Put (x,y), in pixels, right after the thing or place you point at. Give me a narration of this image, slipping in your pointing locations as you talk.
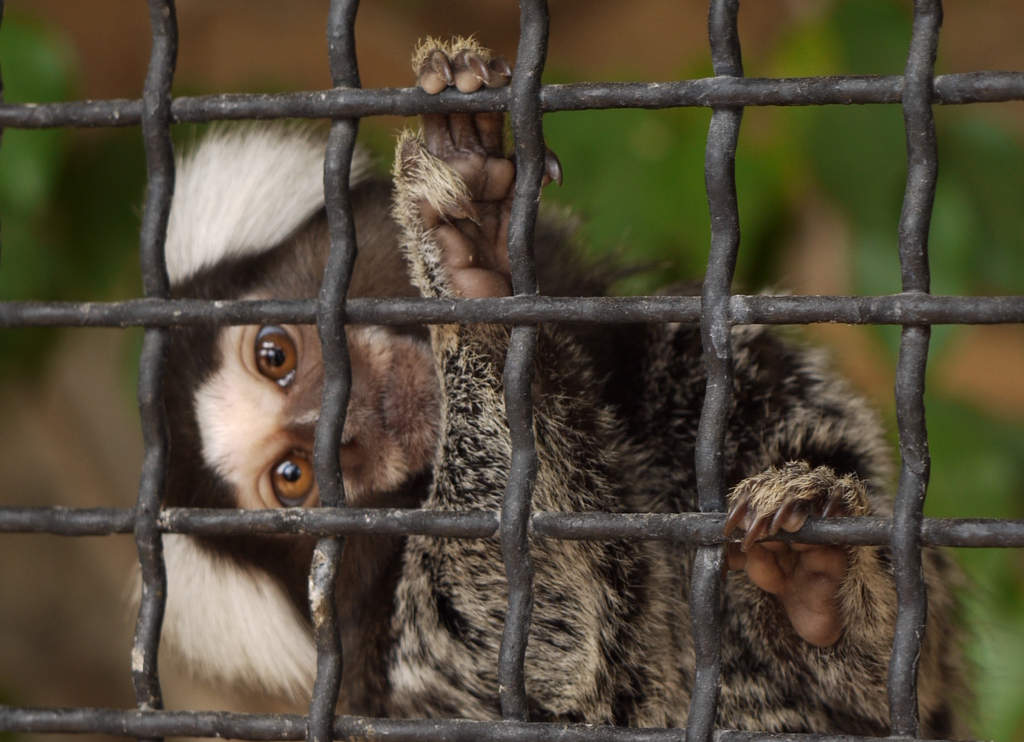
In the image there are rods (704,443) in the foreground (652,526) and behind the rods (657,540) there is an animal (246,465).
